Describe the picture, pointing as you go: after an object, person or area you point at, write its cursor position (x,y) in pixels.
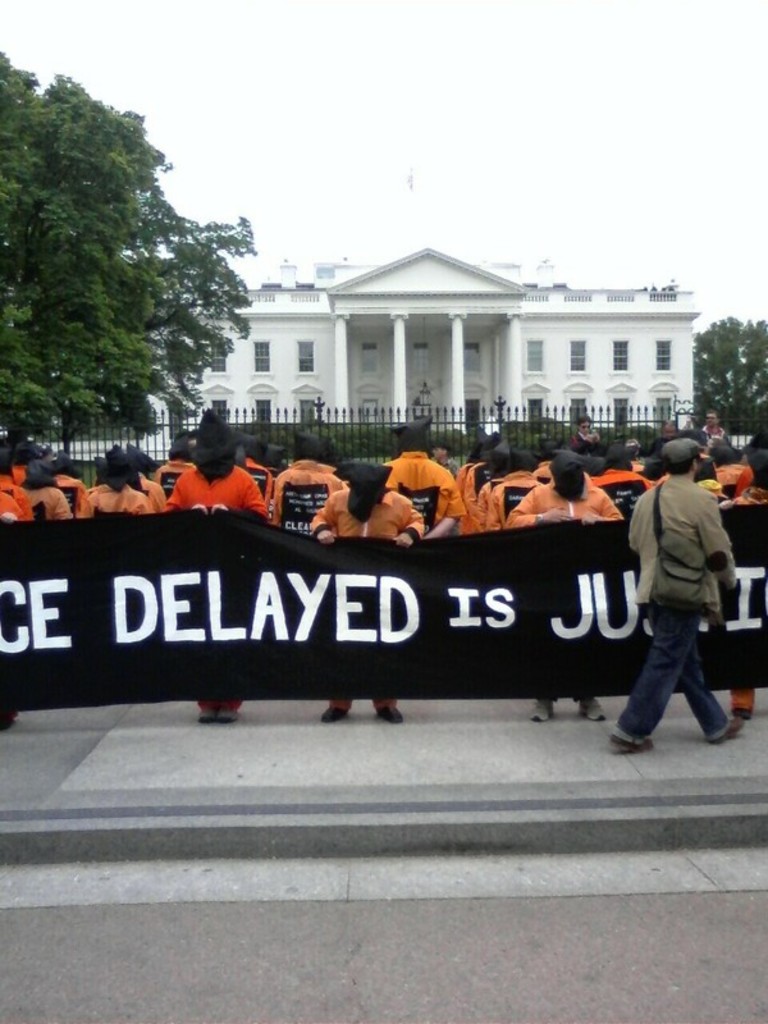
In the picture we can see a path (697,928) to it, we can see some people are standing and holding a banner (644,610) with some information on it and they all are covering their faces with black cover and behind them, we can see railing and behind it, we can see plants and behind it, we can see a palace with a flag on top of it with a pole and besides we can see trees (47,177) and in the background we can see a sky (169,7).
